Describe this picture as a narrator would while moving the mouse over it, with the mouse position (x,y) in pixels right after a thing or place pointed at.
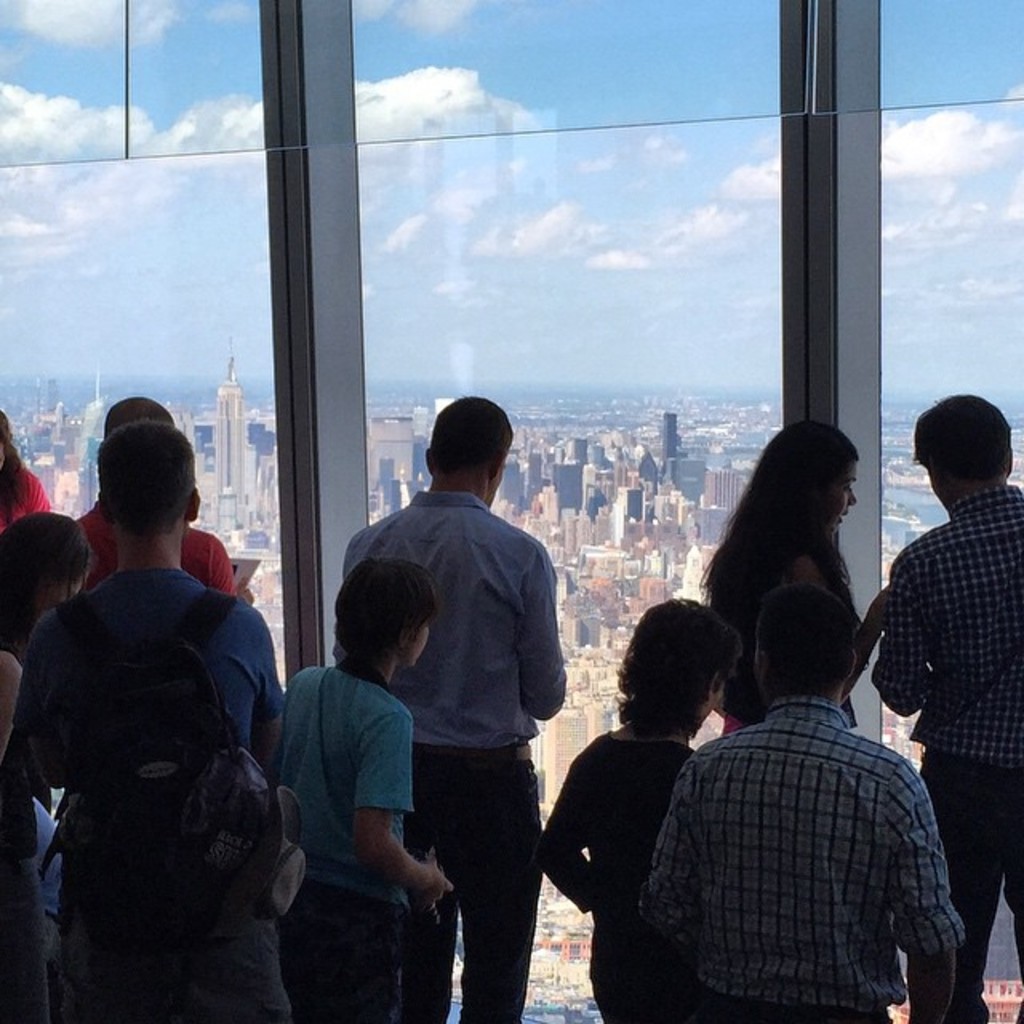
In this image I see few people (307,761) over here and I see the transparent glass (495,280) and through the glass (439,408) I see number of buildings (238,407) and I see the sky (453,236).
